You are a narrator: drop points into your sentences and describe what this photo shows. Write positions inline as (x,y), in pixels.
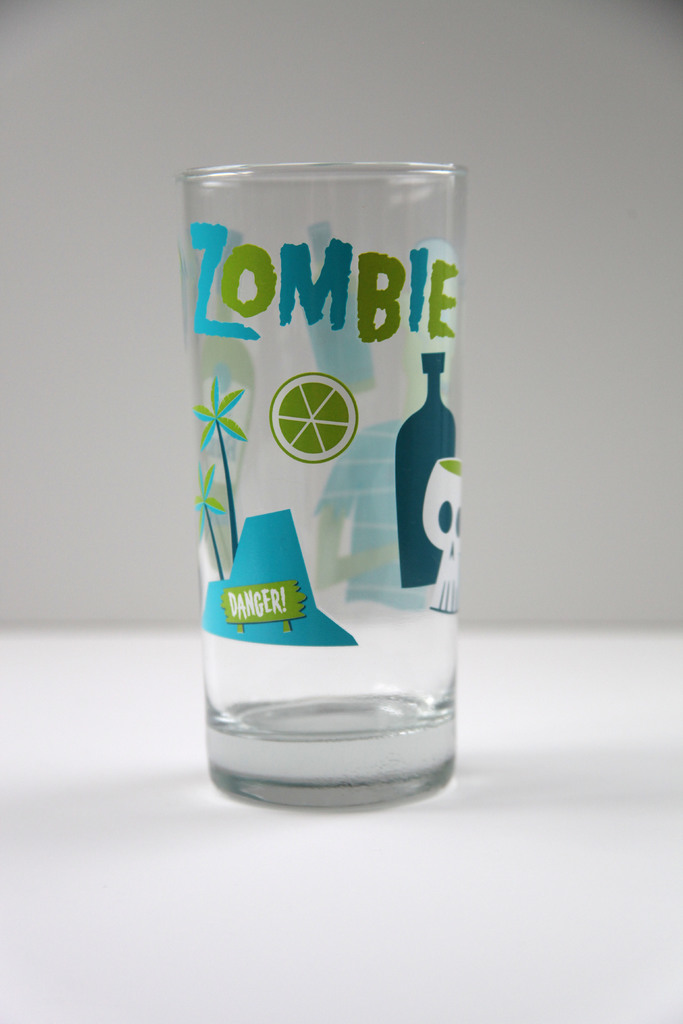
In this image we can see the glass (291,254) with a design (312,327) and text (388,296), and there is the white background (46,183).
